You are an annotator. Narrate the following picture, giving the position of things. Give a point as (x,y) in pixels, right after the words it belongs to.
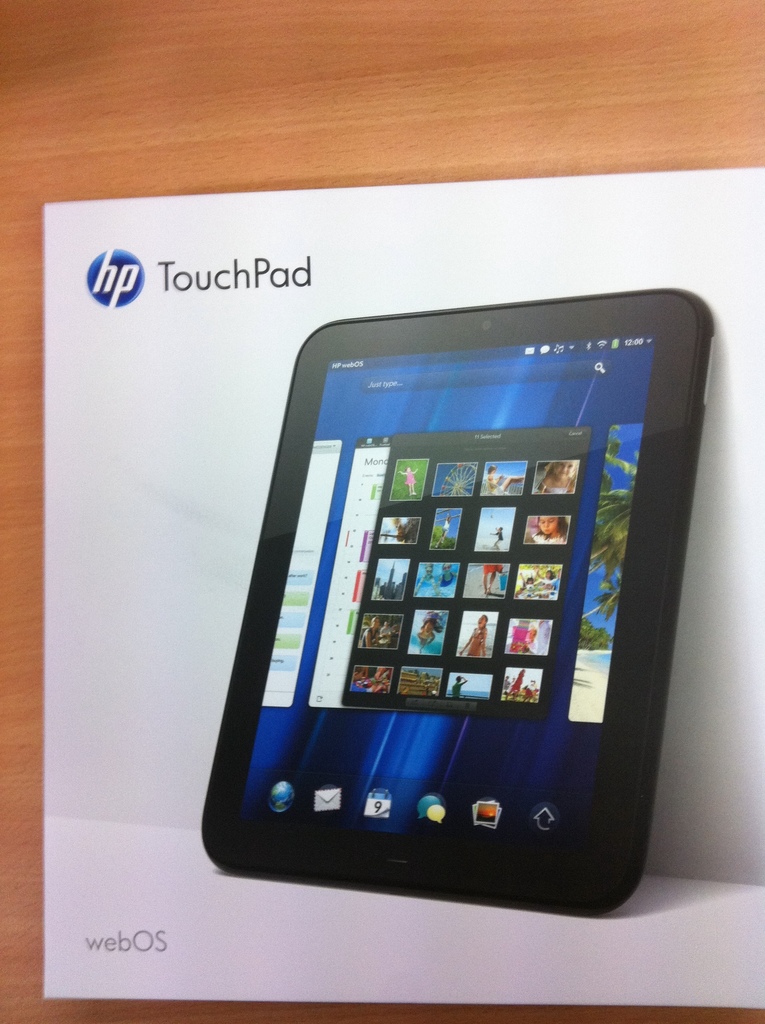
In the center of the image (256,590) we can see a paper (590,420) on the table (95,112).
